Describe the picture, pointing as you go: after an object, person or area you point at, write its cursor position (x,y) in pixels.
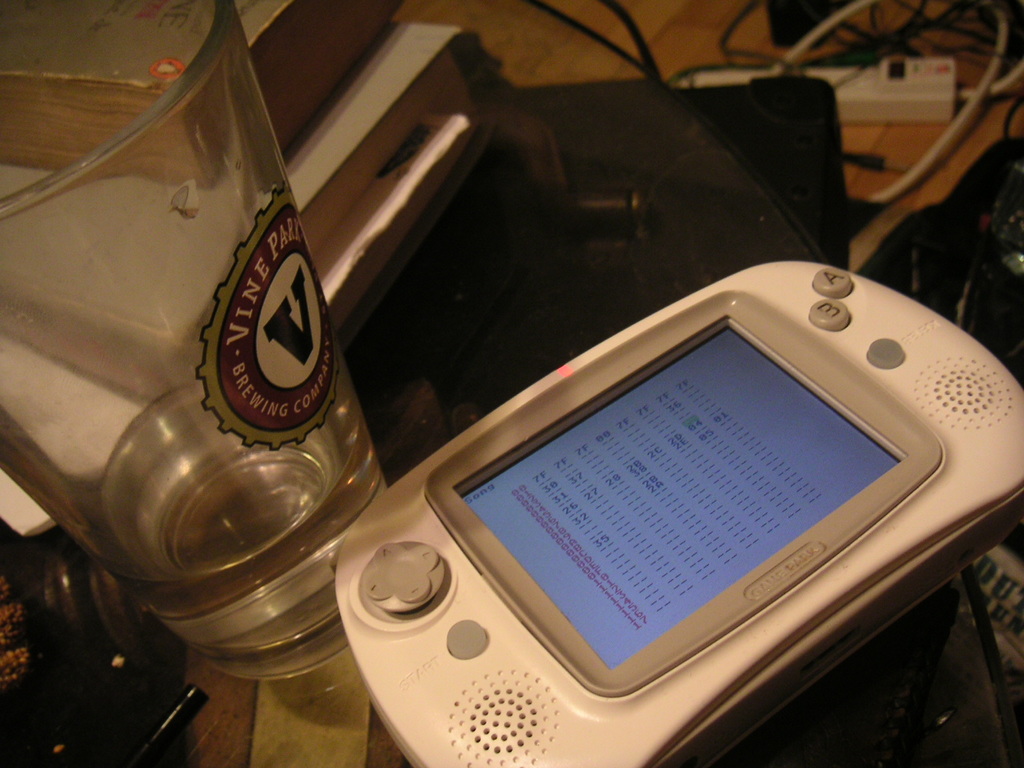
In the image we can see there is a handheld game console (752,474), glass of water (67,373) and books (433,63) kept on the table (682,175). There is extension box (923,71) kept on the floor (883,229).
